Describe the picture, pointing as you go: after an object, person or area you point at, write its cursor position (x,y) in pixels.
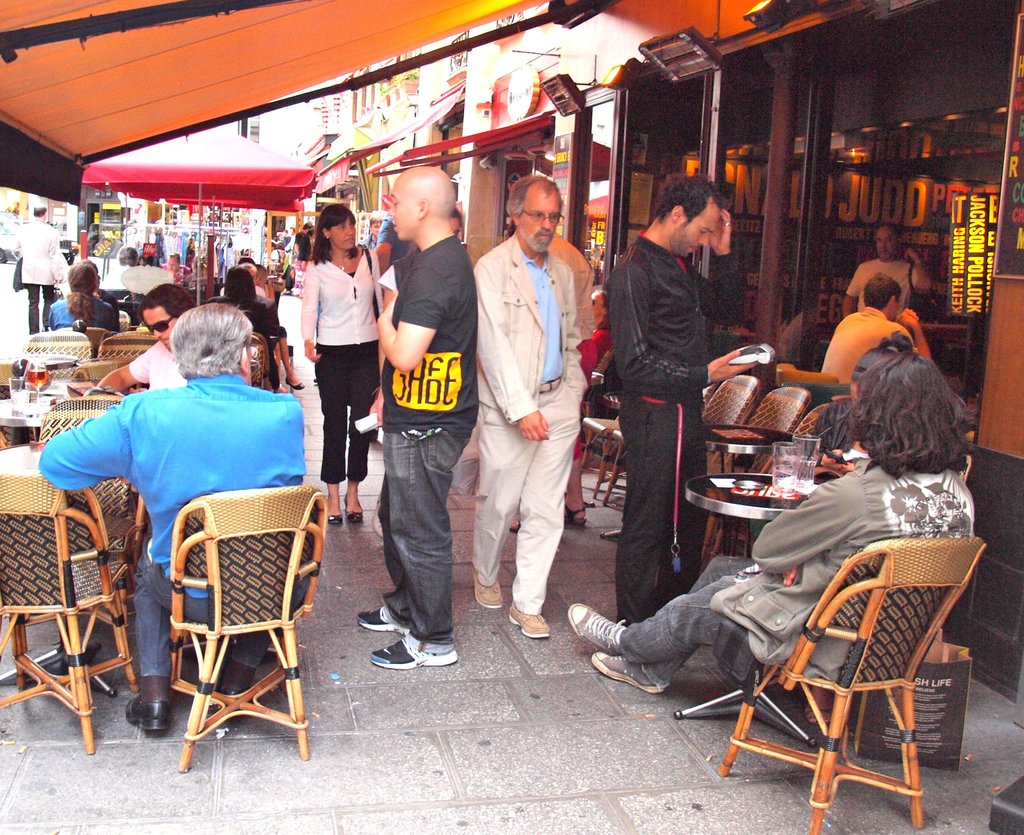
This picture describes about group of people (412,482), few are seated on the chair (192,525) and few are standing, in front of them we can find couple of glasses (798,445) on the table (748,494), in the background (386,180) we can see couple of tents (310,171), buildings (292,147) and vehicles (2,229).
